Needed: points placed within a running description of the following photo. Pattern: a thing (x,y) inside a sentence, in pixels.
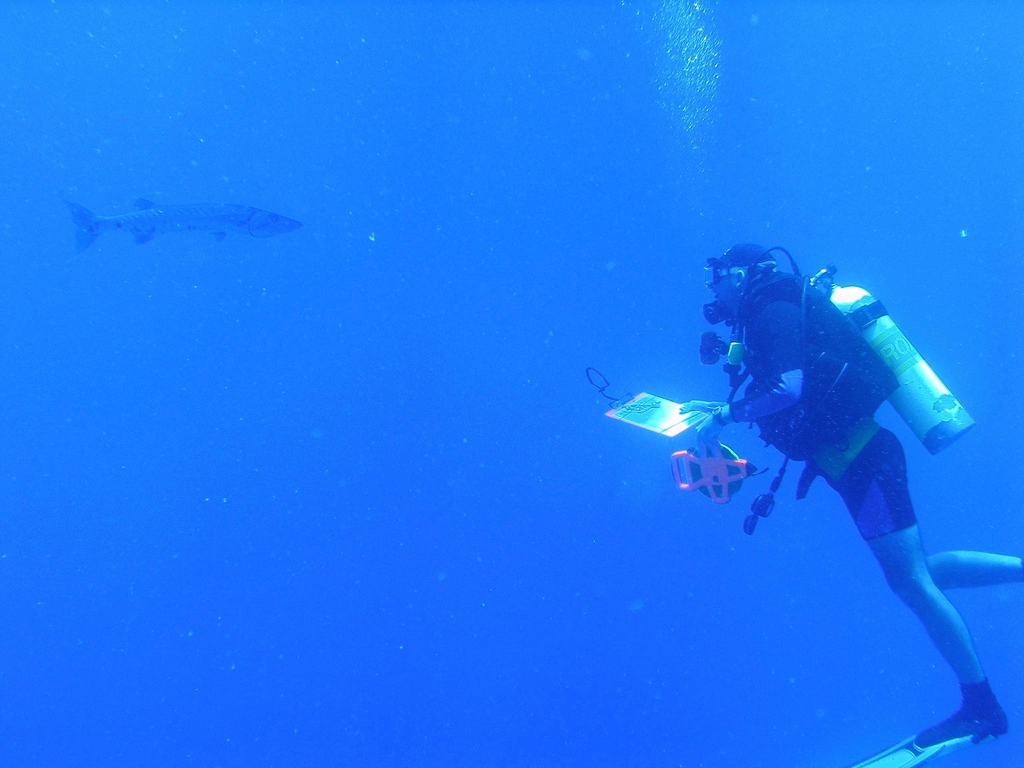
In this image I can see water (477,445), in the water (477,445) I can see fish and a person (752,367) holding an object (727,461) and wearing mask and carrying cylinder (955,418) visible in the water (953,383).
